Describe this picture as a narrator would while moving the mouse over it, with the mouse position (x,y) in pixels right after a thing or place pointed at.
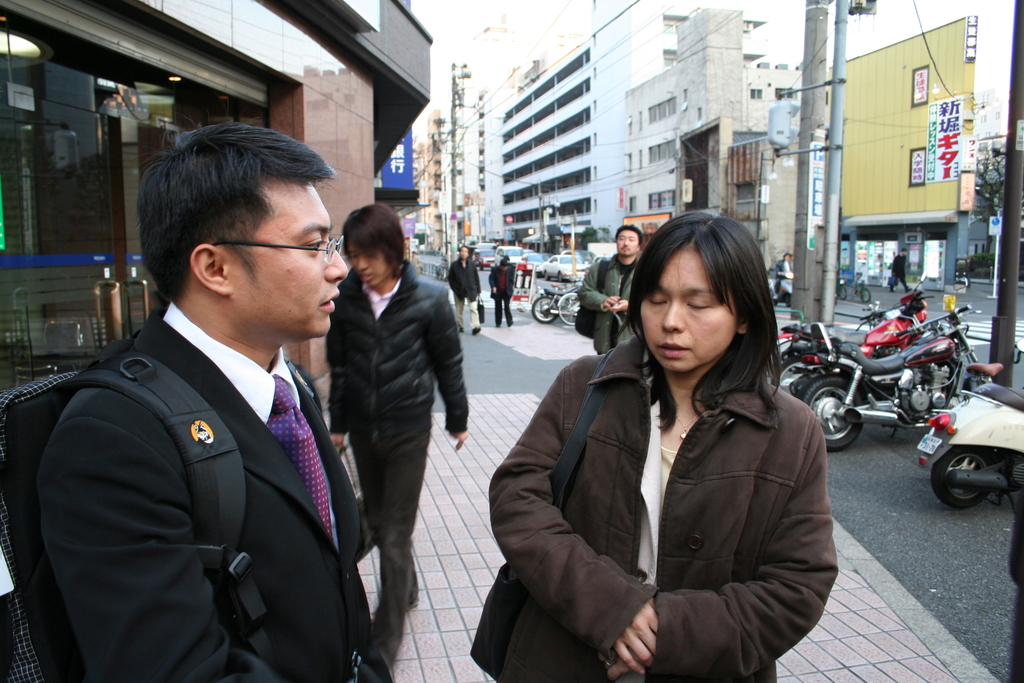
In this image there are a few vehicles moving on the road (488,284) and few (563,284) are parked, there are a few people (675,285) standing and walking on the pavement (433,532) of the road (973,286). On the left (43,300) and right side of the image (857,83) there are buildings (477,145), utility poles (1011,123), boards (932,126) and in the background (447,38) there is the sky (464,46).
